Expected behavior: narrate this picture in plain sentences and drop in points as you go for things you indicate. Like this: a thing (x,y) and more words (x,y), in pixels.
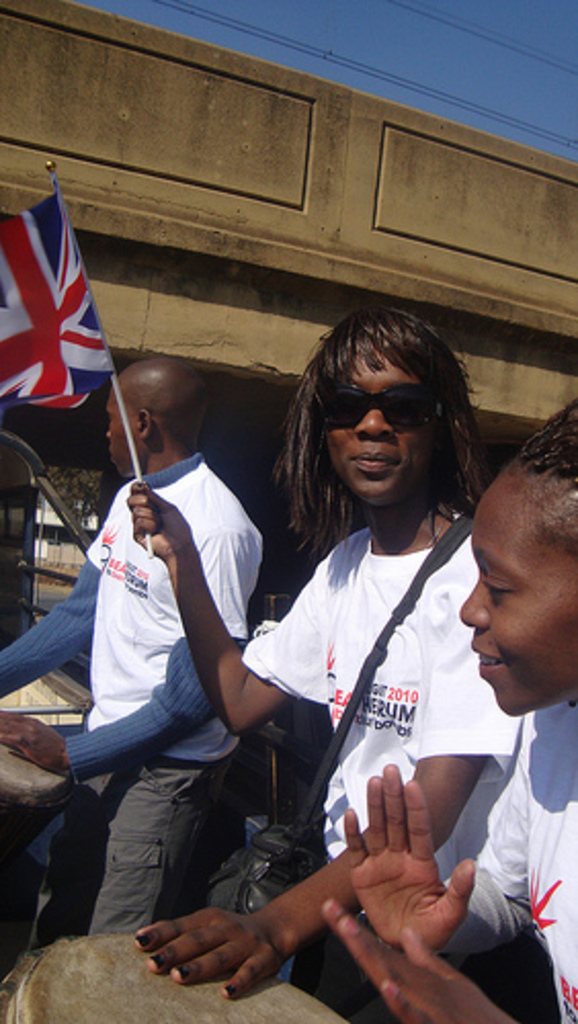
in the picture there are three persons (477,560) one person (326,500) is catching a flag (1,223).
